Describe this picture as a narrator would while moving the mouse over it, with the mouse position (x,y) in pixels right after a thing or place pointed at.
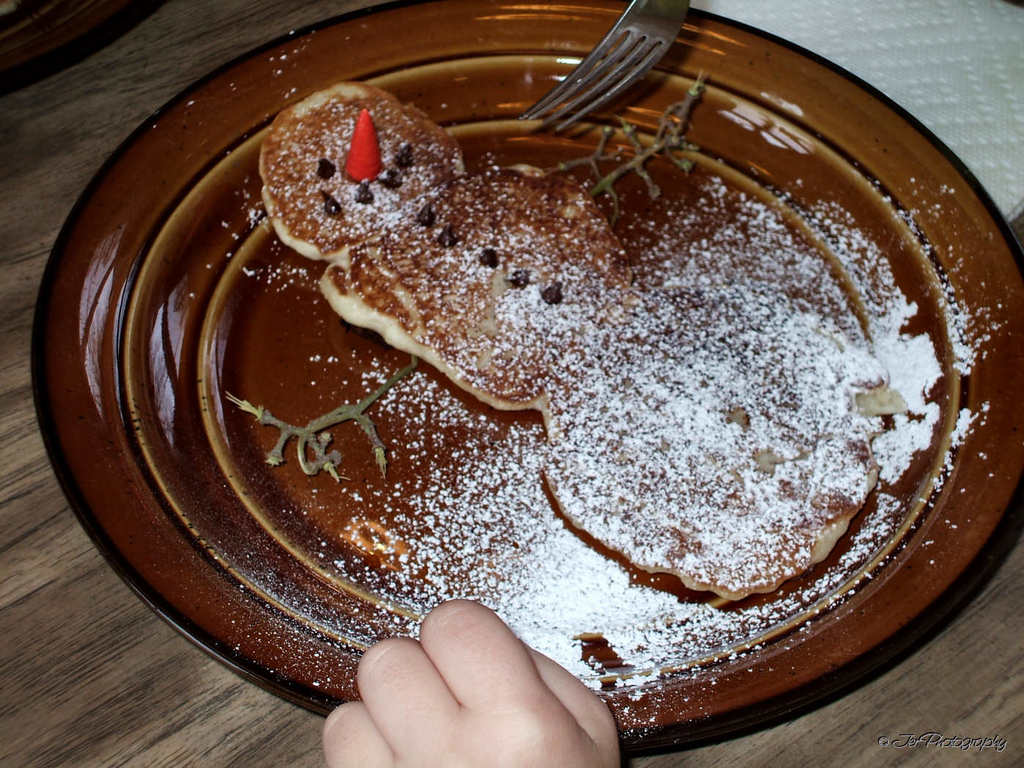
In this image we can see a plate (761,286) on the surface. On the plate (677,52) we can see the food (507,270). At the top (668,5) we can see a fork (592,57) and at the bottom (450,661) we have a hand (444,724) of a person (546,718). In the top right corner (963,35) we can see a white object (964,36). In the top left corner (51,36) we can see another object (66,52).
